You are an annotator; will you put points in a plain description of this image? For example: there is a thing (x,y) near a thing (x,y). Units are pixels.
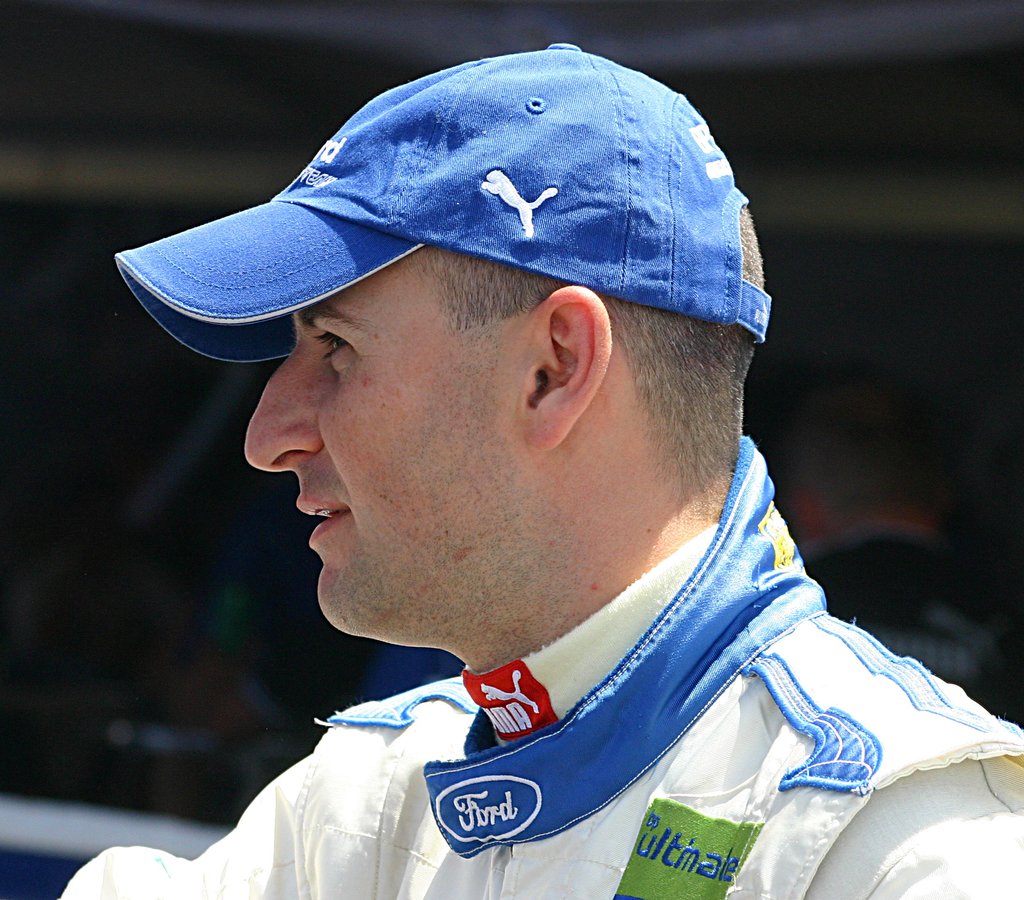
In this picture there is a man (507,569) wore cap (546,213). In the background of the image (781,323) it is blurry.
